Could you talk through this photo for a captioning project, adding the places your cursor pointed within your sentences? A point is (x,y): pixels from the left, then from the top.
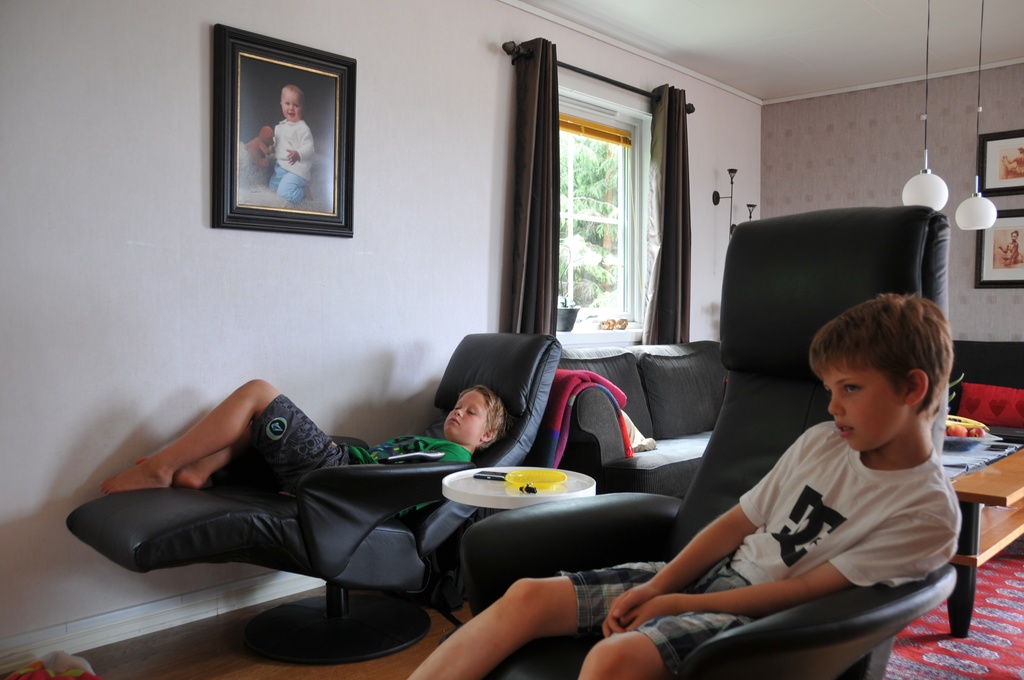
In this image. On the right (850,438) there is a boy (790,483) he is sitting on the chair (735,406). On the left (322,465) there is a boy (419,443) he is sleeping on the chair (427,475). In the back ground (585,225) there is a photo frame (295,137), window (587,209), curtain (531,161), plant (568,298), trees (605,205), sofa (630,357), table (982,472), fruits (975,427) and light (986,218).
